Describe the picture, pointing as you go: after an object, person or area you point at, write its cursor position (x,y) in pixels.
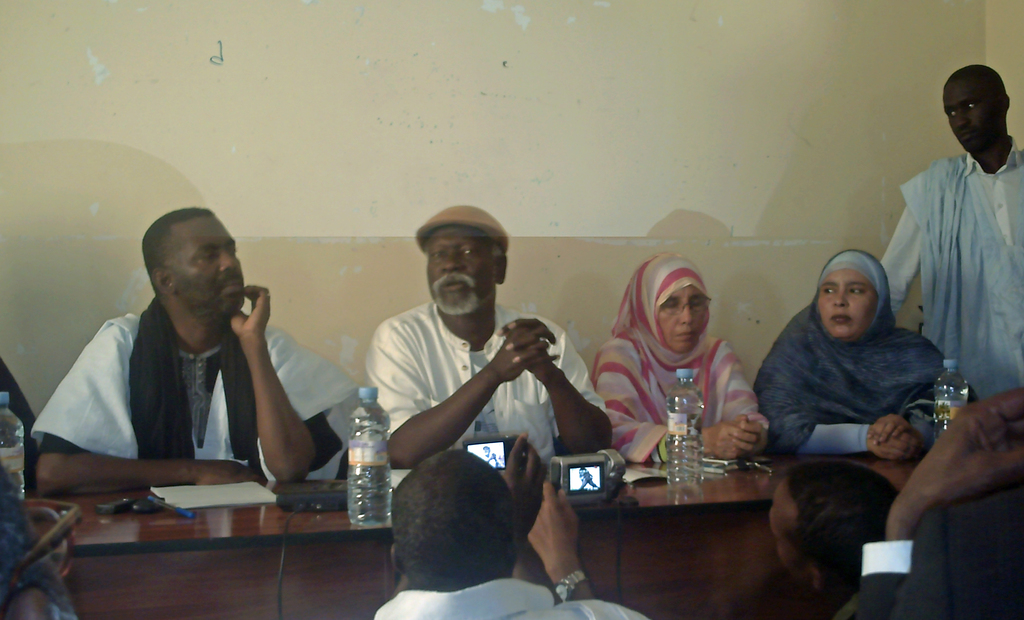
In this image there are few people (343,429) sat on the chairs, in front of them there are water bottles (383,465) and some other objects (150,499), in front of the table (734,564) there are few people (537,583) holding their camera (567,473). On the right side of the image (943,272) there is a person (949,274) standing. In the background (374,131) there is a wall (687,129).
